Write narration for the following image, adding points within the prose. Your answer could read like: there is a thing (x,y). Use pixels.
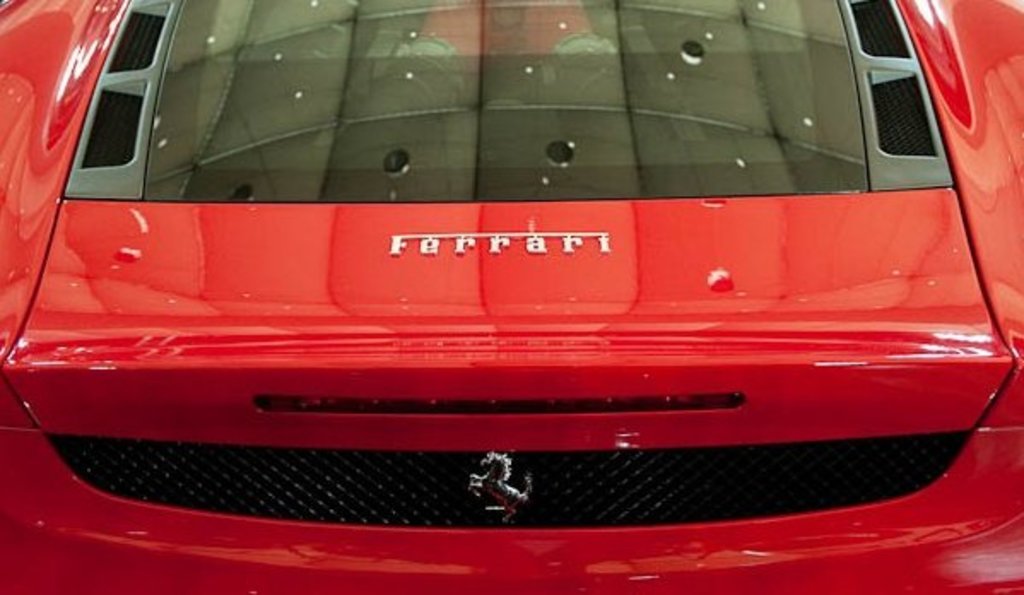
In this picture we can see a red color car (681,308), and also we can find a logo (481,490) on it.
